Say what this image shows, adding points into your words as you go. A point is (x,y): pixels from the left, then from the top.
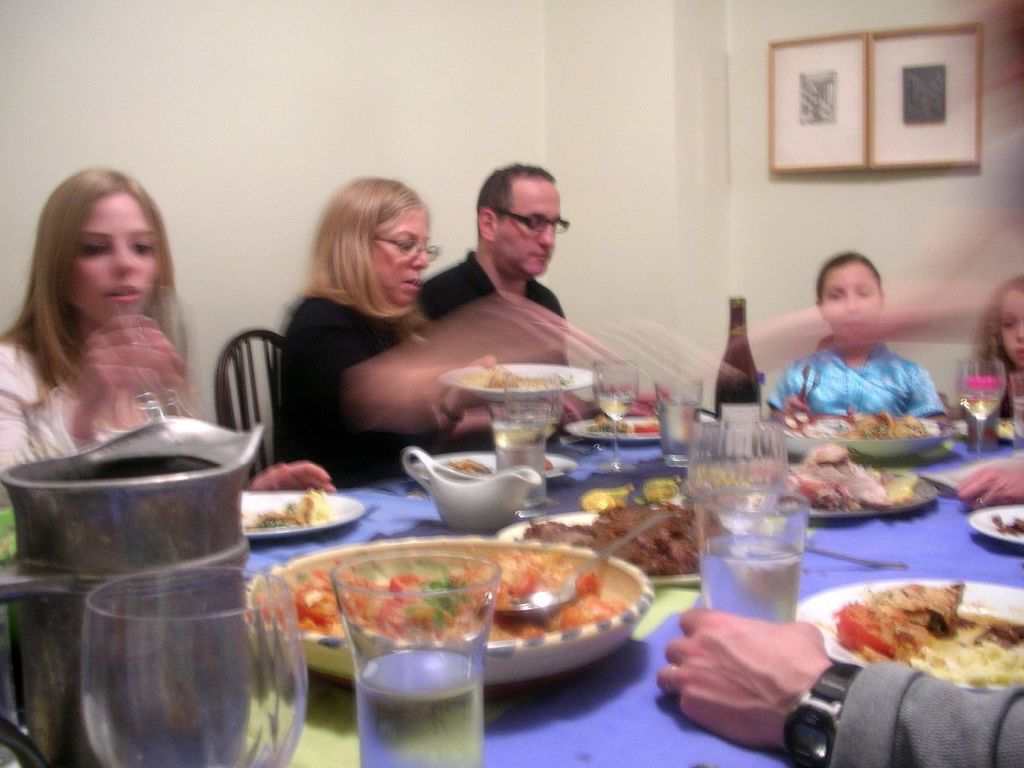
In this image, there are five people (184,359) sitting on the chairs (237,356). There is a table (592,717), which is covered with a cloth (848,546). I can see the plates (273,498) with food items (507,579), glasses (750,588), a bottle (726,391) and few other objects (531,560) on the table (594,703). At the bottom right corner of the image (877,763), I can see a person's hand (760,642). At the top right side of the image (835,142), there are two photo frames (846,150) attached to the wall (725,68).
